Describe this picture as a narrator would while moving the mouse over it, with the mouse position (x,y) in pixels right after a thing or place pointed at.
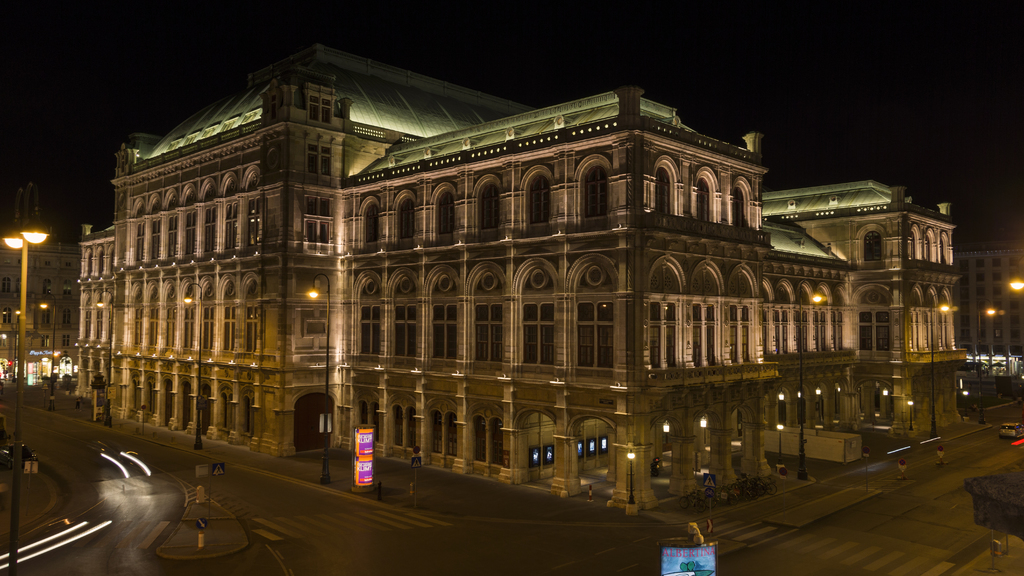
In this image in the center (448,239) there is a building (482,396) and there are some poles (22,255), street lights (21,238), boards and some objects (977,485). At the bottom (286,503) there is a walkway (827,506), and at the top (735,82) there is sky (824,97).
